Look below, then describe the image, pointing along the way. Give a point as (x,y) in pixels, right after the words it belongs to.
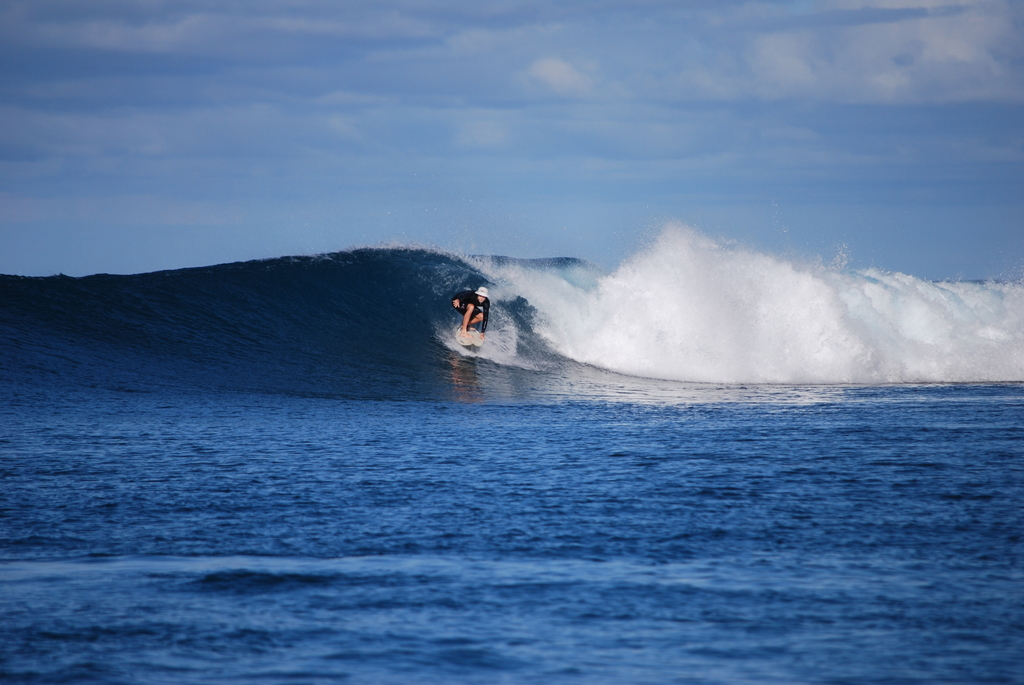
In this picture there is a person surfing on the water (535,402). At the top (702,109) there is sky (699,101) and there are clouds (838,47). At the bottom (614,521) there is water (616,490).
